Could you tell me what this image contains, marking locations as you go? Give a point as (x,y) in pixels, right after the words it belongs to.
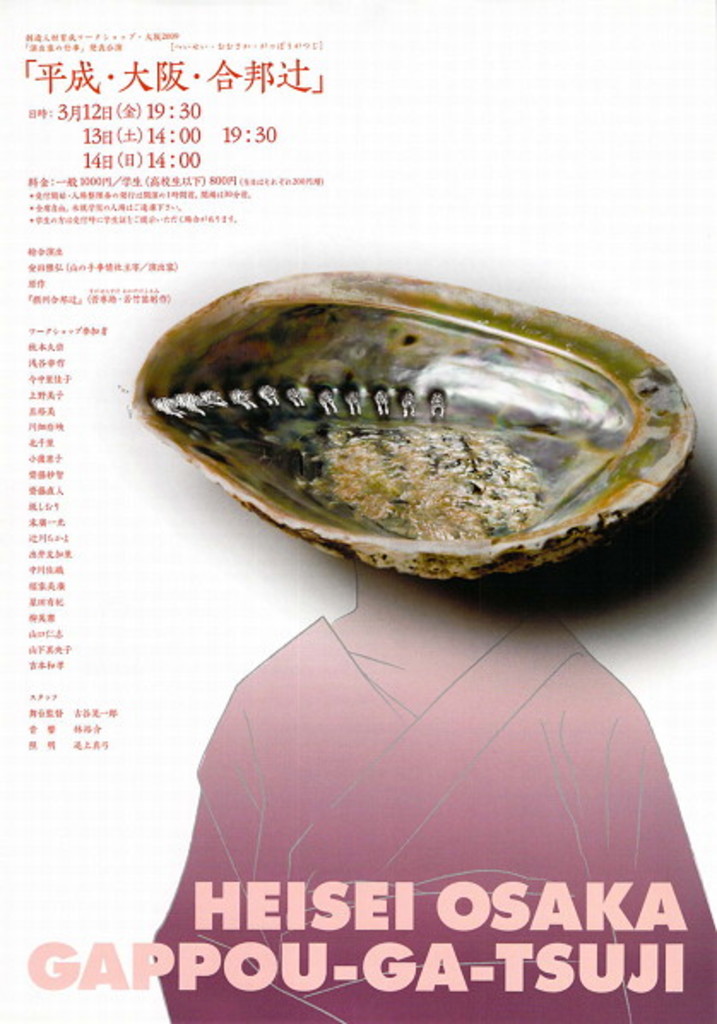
This image consists of a poster (396,671). On which, we can see a shell (374,563) and text (337,968).
